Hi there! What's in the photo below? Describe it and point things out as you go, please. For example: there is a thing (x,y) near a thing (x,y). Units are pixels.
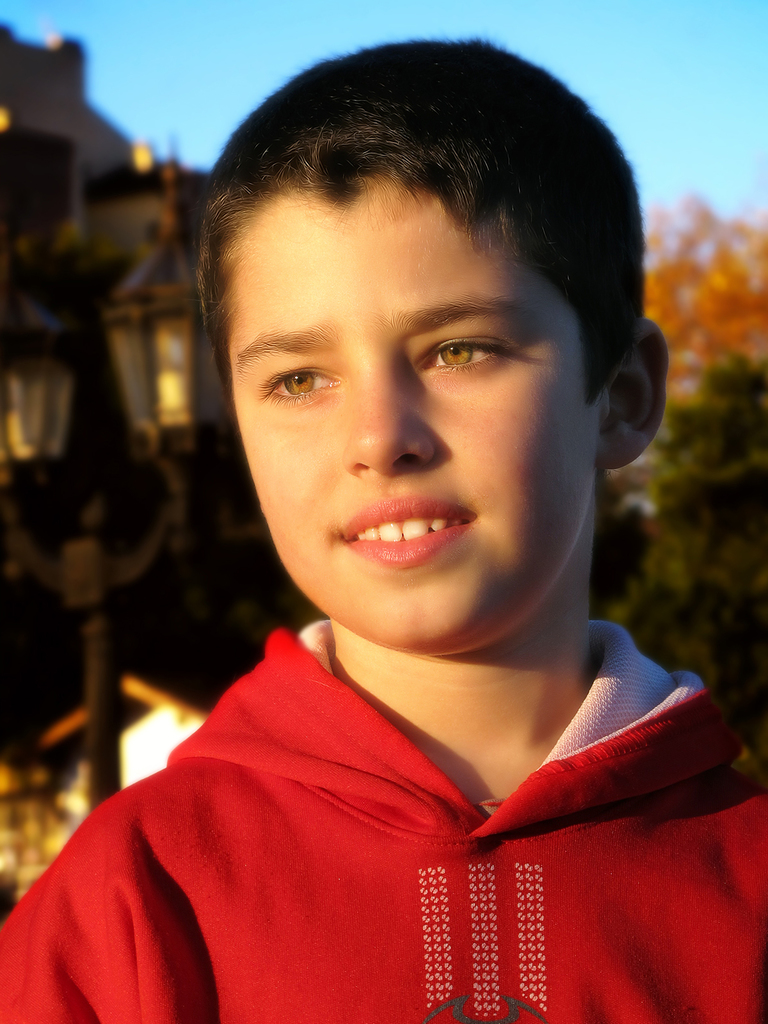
In this image we can see a boy (425,610). In the back (168,398) there is light pole (168,351). In the background (24,501) it is blur. And we can see sky (647,66) and trees (671,664).
